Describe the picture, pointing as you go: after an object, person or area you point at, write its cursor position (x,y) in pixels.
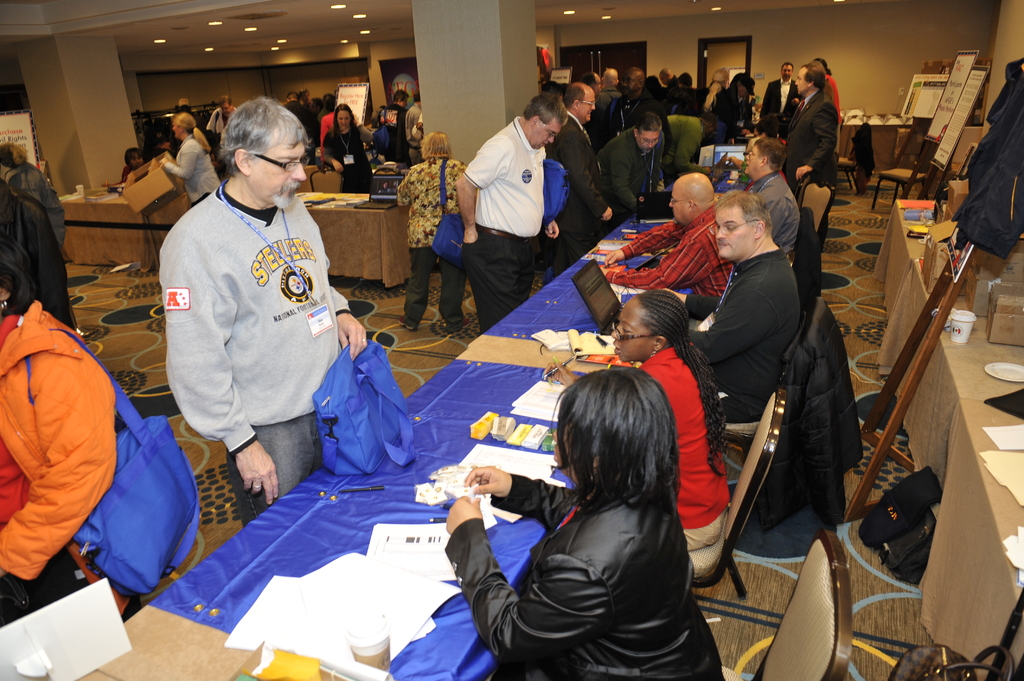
In this image there are group of people (678,341) sitting on the chairs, there are laptops (652,220), papers (240,627), cups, plate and some other items (950,204) on the tables (297,522), there are group of people (197,414) standing, there are boards (950,134), chairs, lights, carpet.
